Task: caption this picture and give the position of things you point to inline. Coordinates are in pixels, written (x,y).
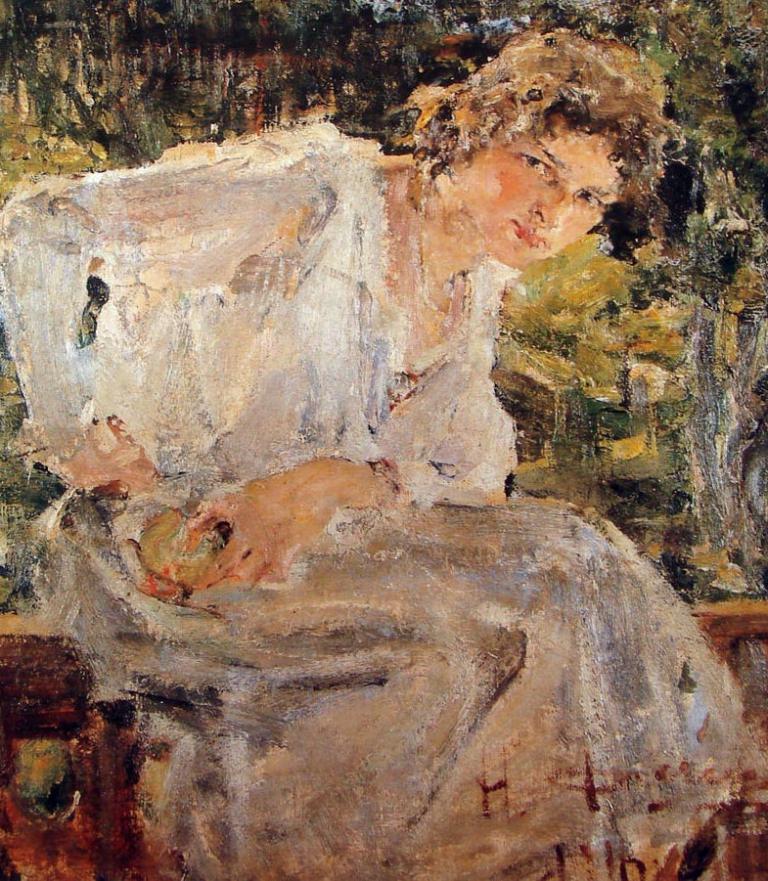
This is a painting of a person (351,483) sitting on a chair (156,837) and wearing a white dress (318,596).
